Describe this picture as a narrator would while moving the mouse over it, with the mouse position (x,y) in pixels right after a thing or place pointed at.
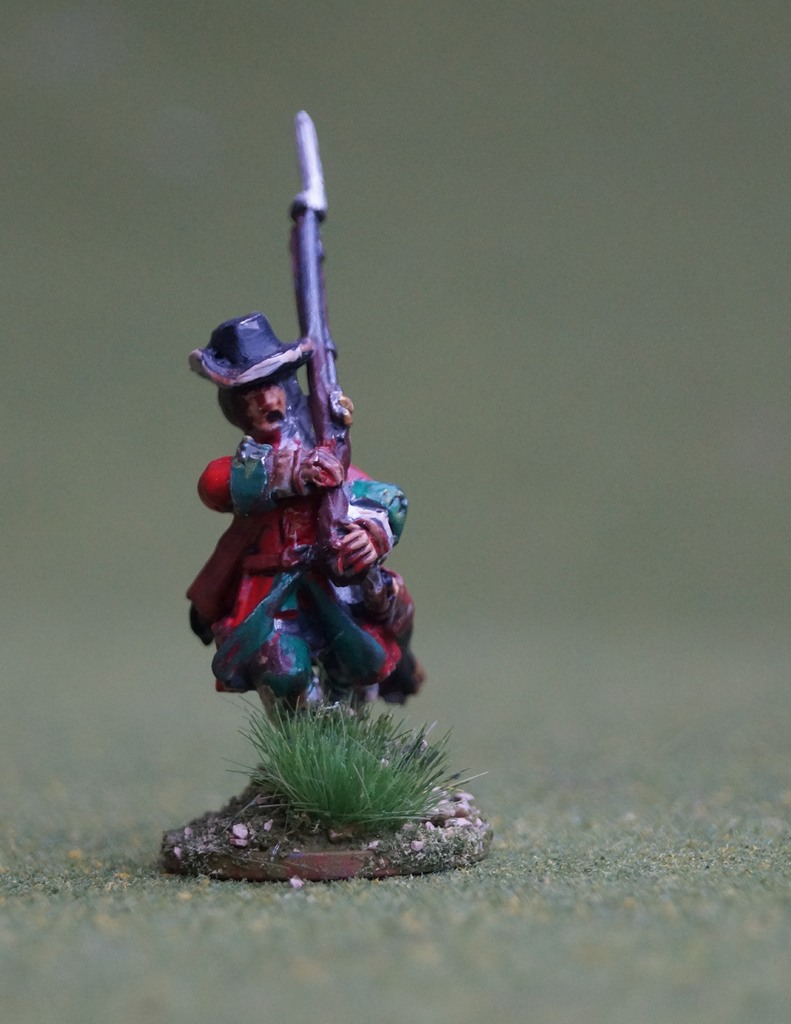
In the image there is a toy (426,849) kept on the floor (396,927).
